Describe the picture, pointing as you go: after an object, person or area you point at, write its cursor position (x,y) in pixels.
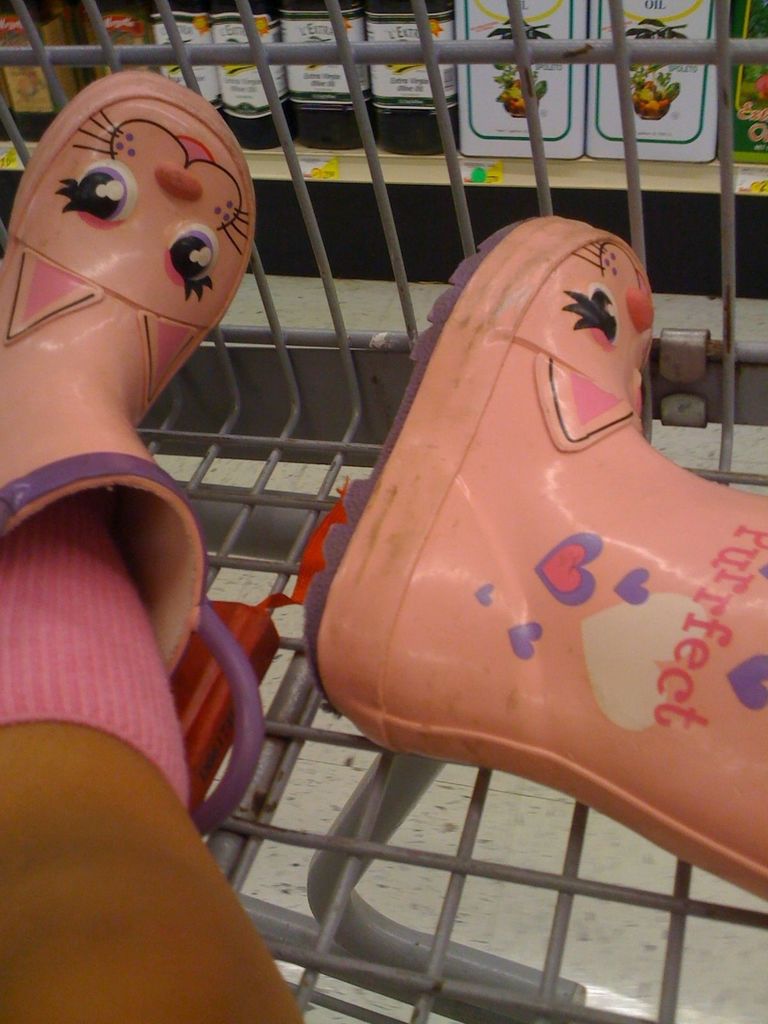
In this image in the foreground (349,576) there is one person's legs (201,548) are visible, and the person (49,475) is wearing shoes (49,475) and socks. And in the background (614,894) it looks like a trolley (728,176), at the top (430,97) there are some bottles (258,97) and boxes (681,110). At the bottom (600,917) there is floor (499,904).
